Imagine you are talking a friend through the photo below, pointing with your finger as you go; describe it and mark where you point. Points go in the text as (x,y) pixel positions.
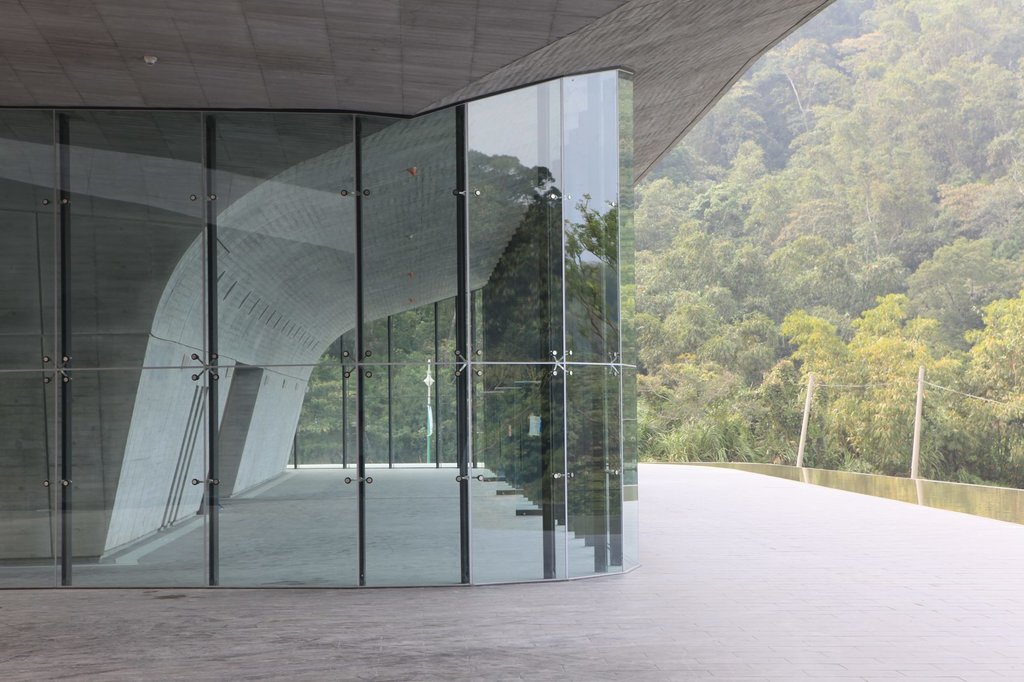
In this image there is a building (405,218) with glass wall (478,458). This is the boundary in the background (836,248) there are trees (882,198).
